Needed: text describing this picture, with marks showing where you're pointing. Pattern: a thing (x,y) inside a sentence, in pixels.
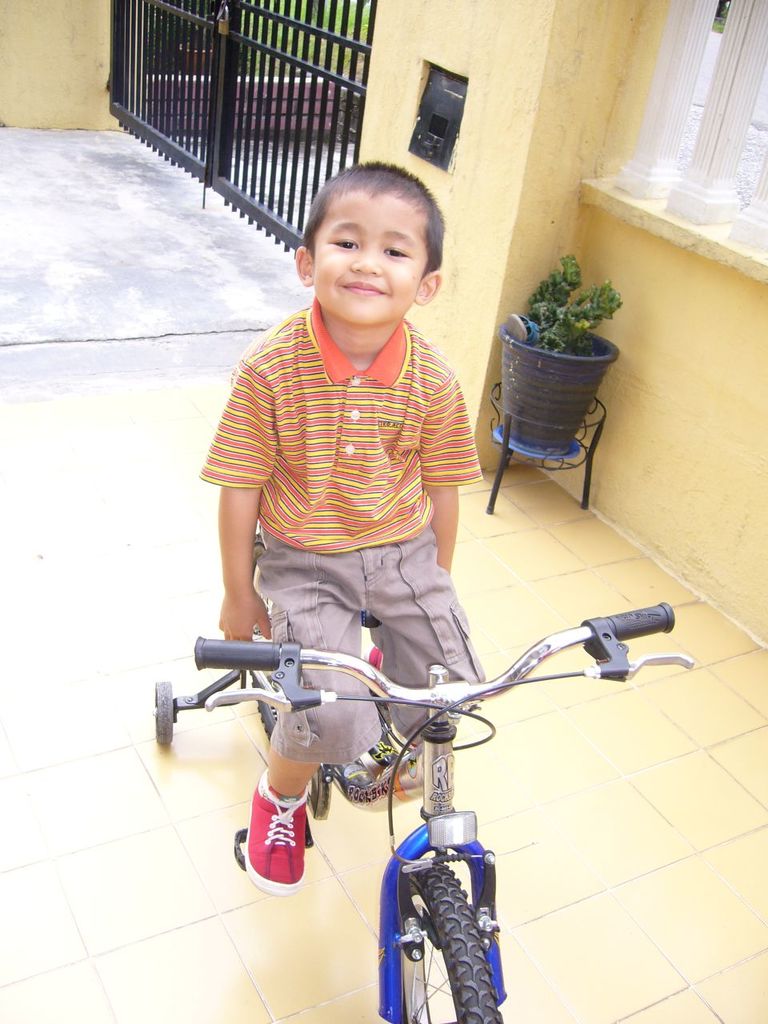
In this picture we can see a boy (367,563) sitting on bicycle (266,728) and smiling and in background (296,169) we can see a gate (235,24) with lock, flower pot (526,371) with plant (572,330).
